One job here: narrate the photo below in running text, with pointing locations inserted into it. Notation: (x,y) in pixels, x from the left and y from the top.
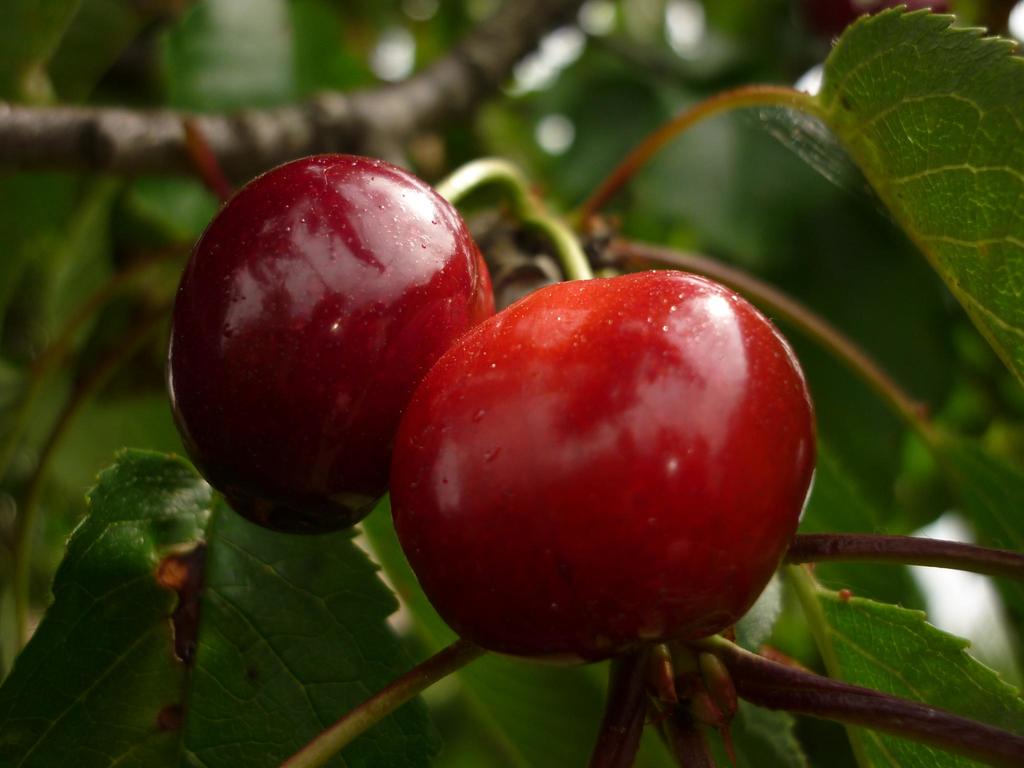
In the picture I can see the berries (409,431) and green leaves (880,144). It is looking like a branch (95,145) of a tree (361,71) on the top left side of the picture (212,114).
